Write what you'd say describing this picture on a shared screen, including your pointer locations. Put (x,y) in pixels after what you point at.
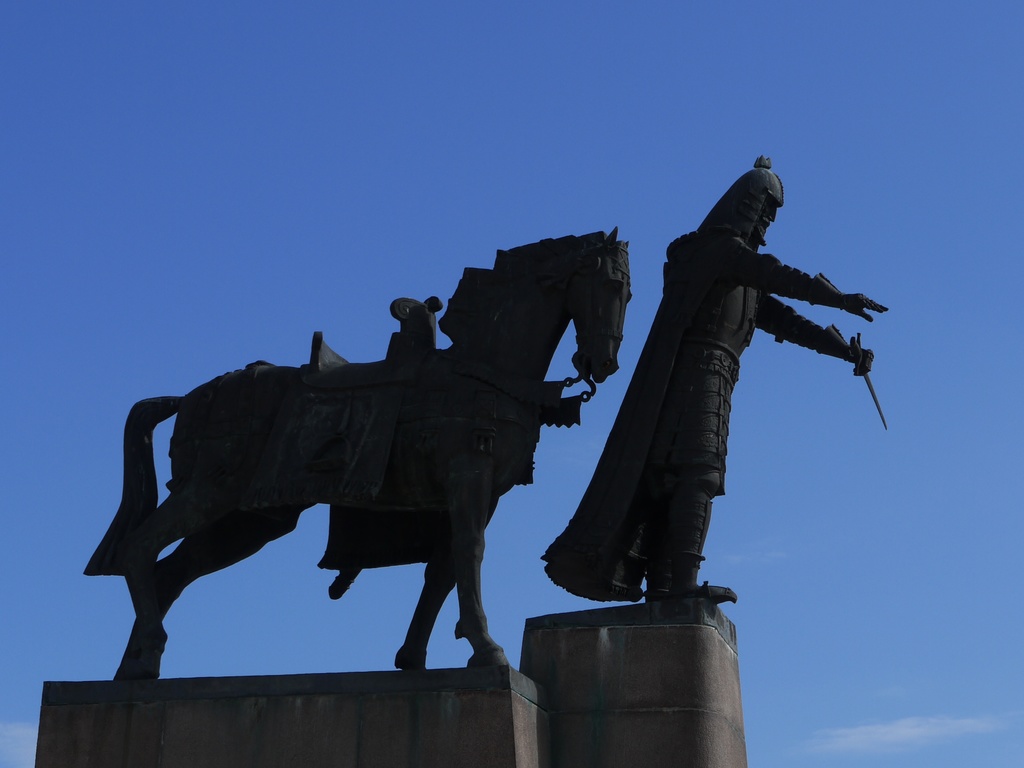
In this image we can see the statues (627,501). On the backside (881,509) we can see the sky (921,421) which looks clear.
